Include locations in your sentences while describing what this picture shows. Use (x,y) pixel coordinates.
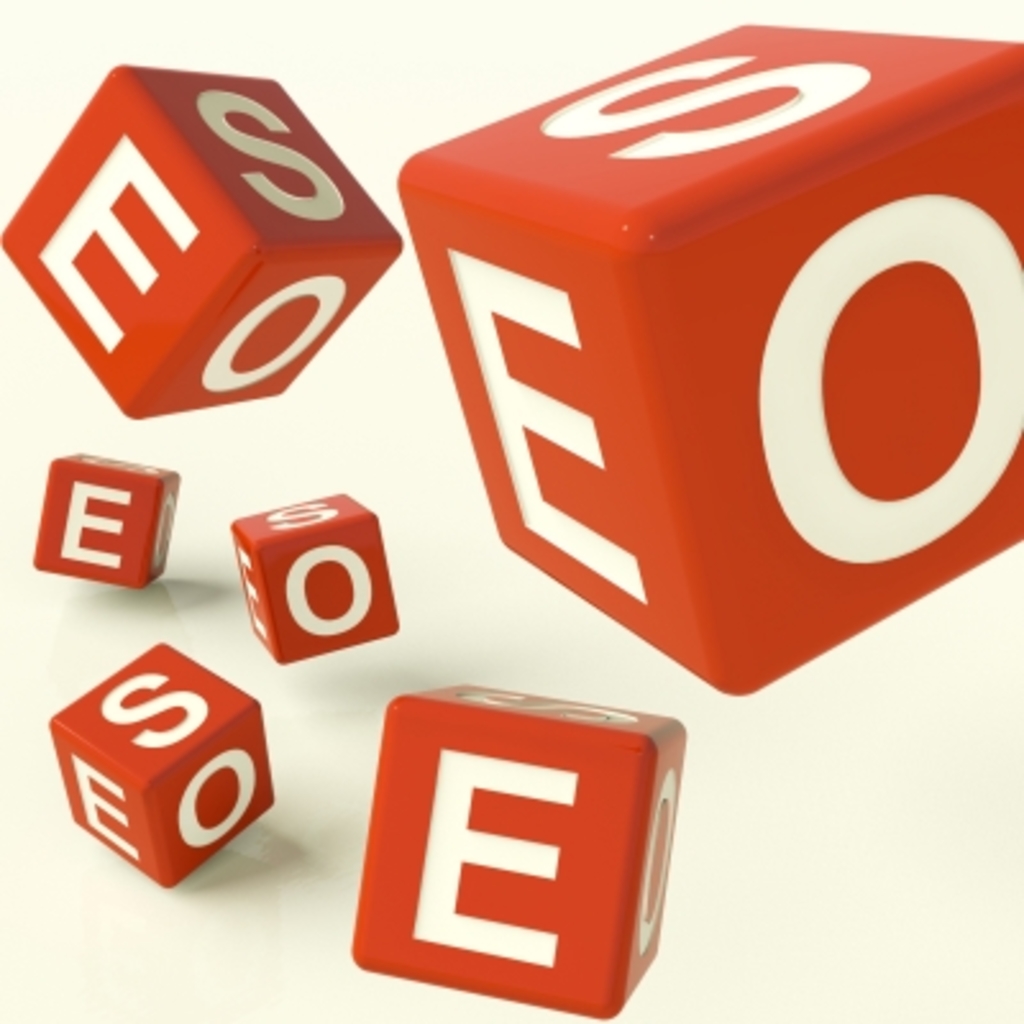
In this picture we can see dice (552,322), there are some letters (280,303) on these dice (235,306), we can see a plain background (533,58).
